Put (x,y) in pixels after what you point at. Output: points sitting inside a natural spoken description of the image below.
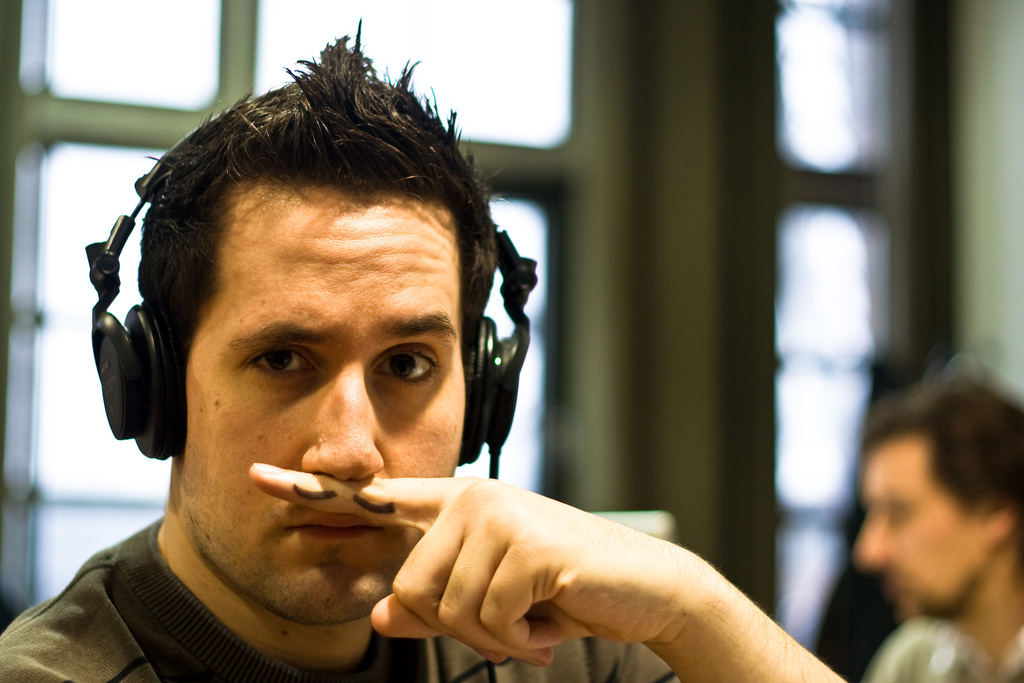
There is a man (225,282) wore headset (460,459). In the background (565,410) it is blurry and we can see person (942,414) and window (817,392).
